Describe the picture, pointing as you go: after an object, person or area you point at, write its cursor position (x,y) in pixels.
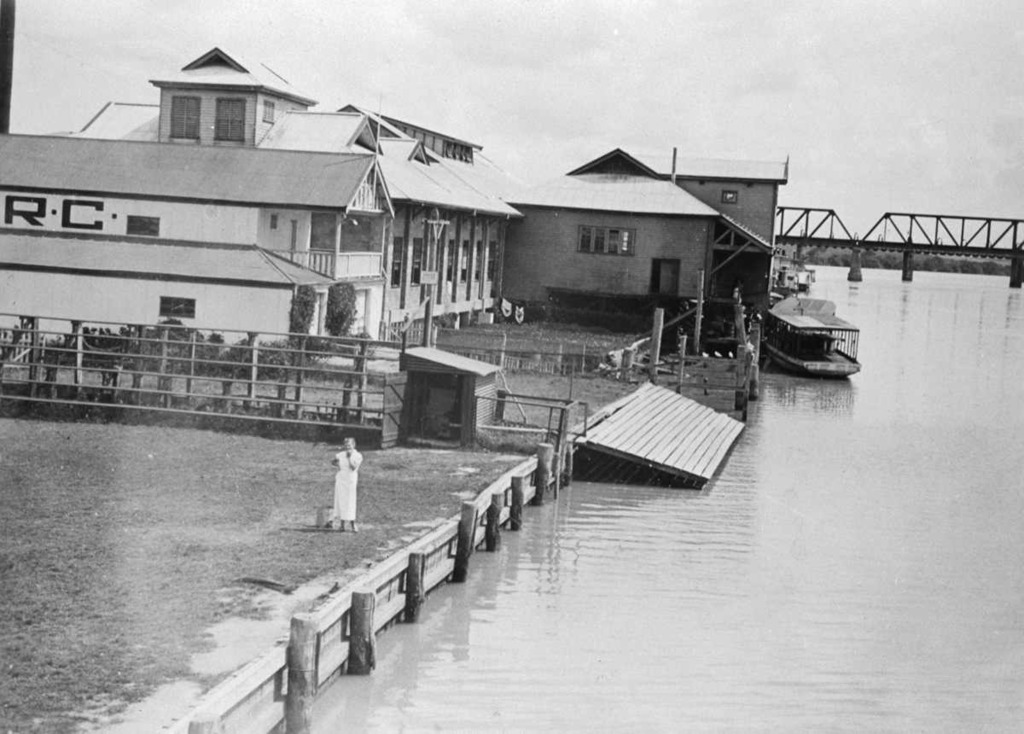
In the center of the image (439,360) we can see a house (561,254), bridge (803,241), boat (817,320), fencing (254,385) are present. At the bottom of the image (744,642) water (856,477) is there. At the top of the image (915,80) sky (857,136) is present. At the bottom left corner (144,520) ground (189,503) is present. In the center of the image (355,461) a lady (344,502) is standing.
